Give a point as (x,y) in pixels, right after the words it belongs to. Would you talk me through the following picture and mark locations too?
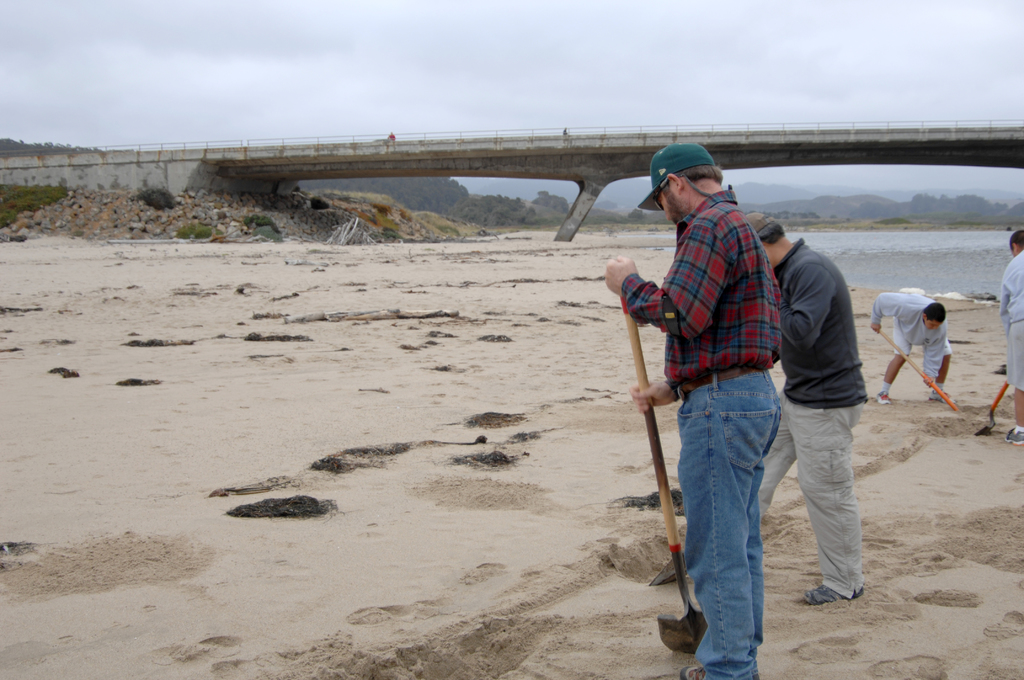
In this image I can see group of people (810,346). In front (720,388) the person (770,368) is wearing red and blue color dress (703,369) and holding some object (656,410). In the background (538,179) I can see the water (951,248), bridge (237,159), mountains (904,210) and the sky (579,71) is in white color.
